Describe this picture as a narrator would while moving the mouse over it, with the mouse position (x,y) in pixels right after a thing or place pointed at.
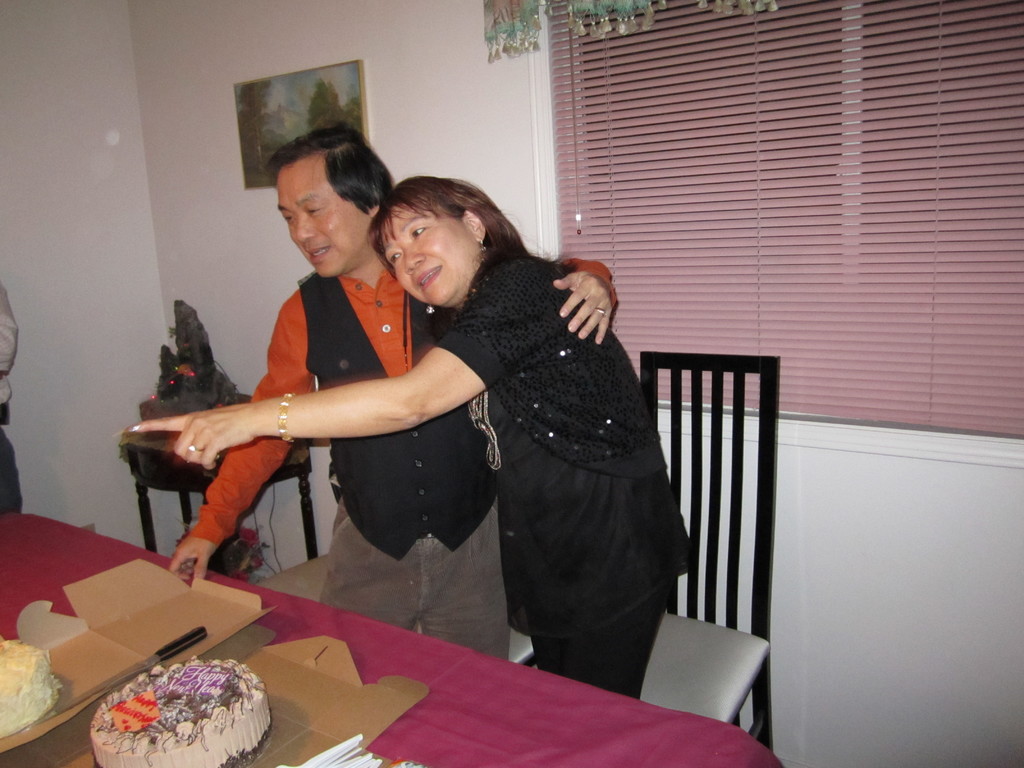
As we can see in the image, there is a wall (187,87), photo frame (296,76), window (798,147), table (430,689) and on table (502,714) there are cakes (155,680), knives (155,664) and there are two people (393,434) standing over here.
